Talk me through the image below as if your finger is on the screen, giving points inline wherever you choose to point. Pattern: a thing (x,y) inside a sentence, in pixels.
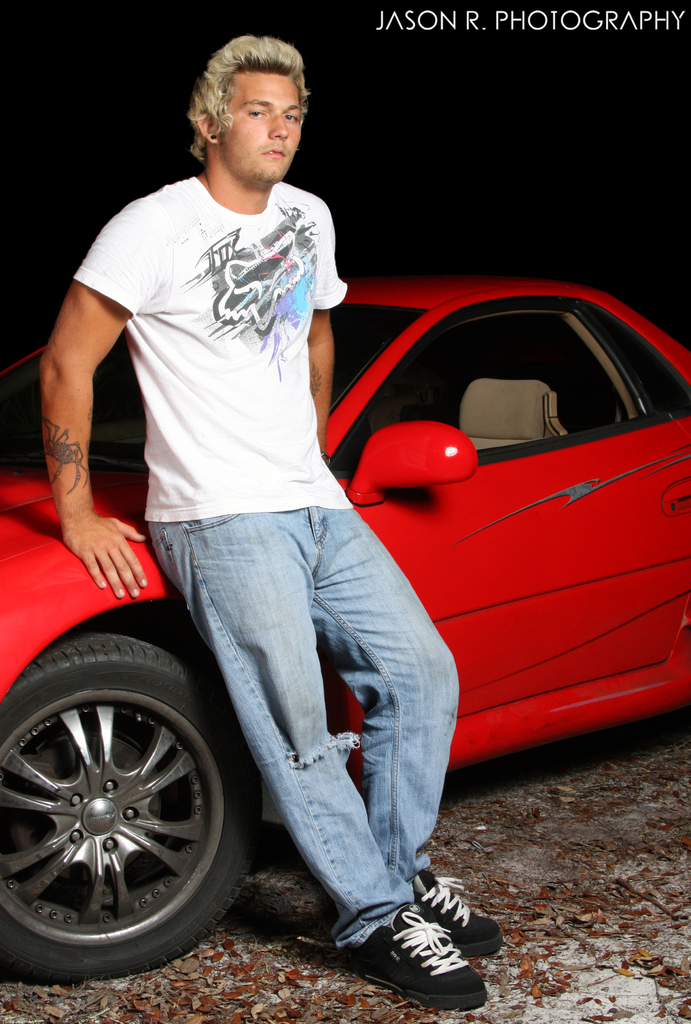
In this picture we can see a person (197,488) and a car (3,669). We can see dry leaves (330,973) and a few things (596,851) on the ground (511,816). There is the text (532,28) visible in the top right (589,15). We can see the dark view in the background (402,163).
